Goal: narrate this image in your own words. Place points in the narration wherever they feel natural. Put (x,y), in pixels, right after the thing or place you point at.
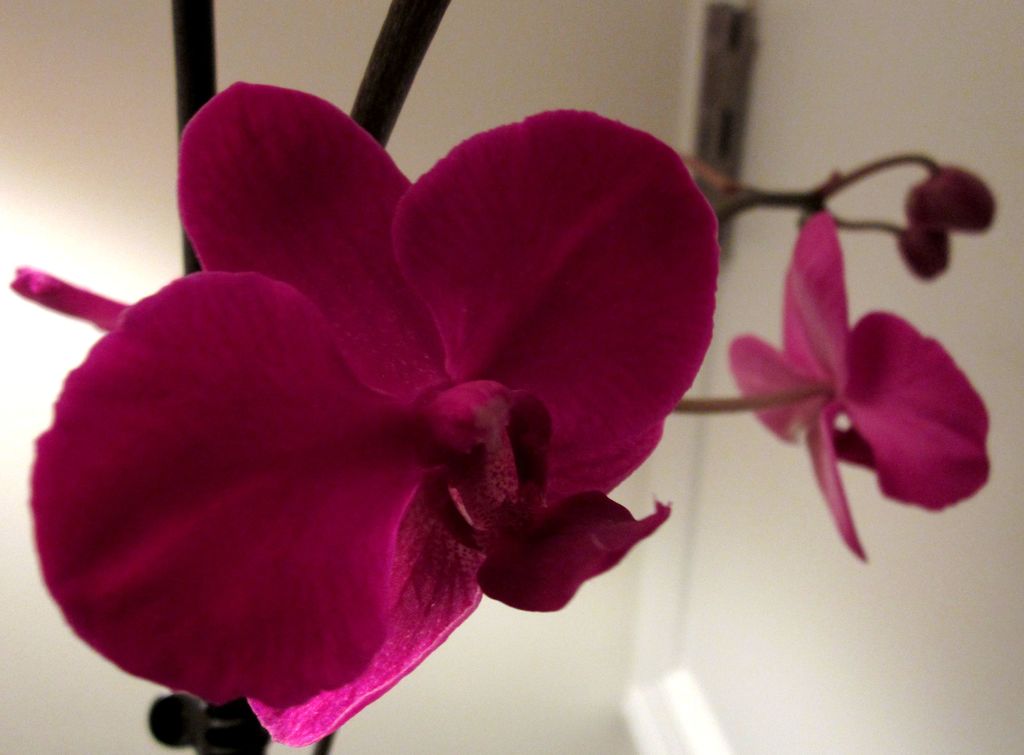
In this image we can see some flowers (891,390) and buds (958,185) to the stems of a plant (241,454).
